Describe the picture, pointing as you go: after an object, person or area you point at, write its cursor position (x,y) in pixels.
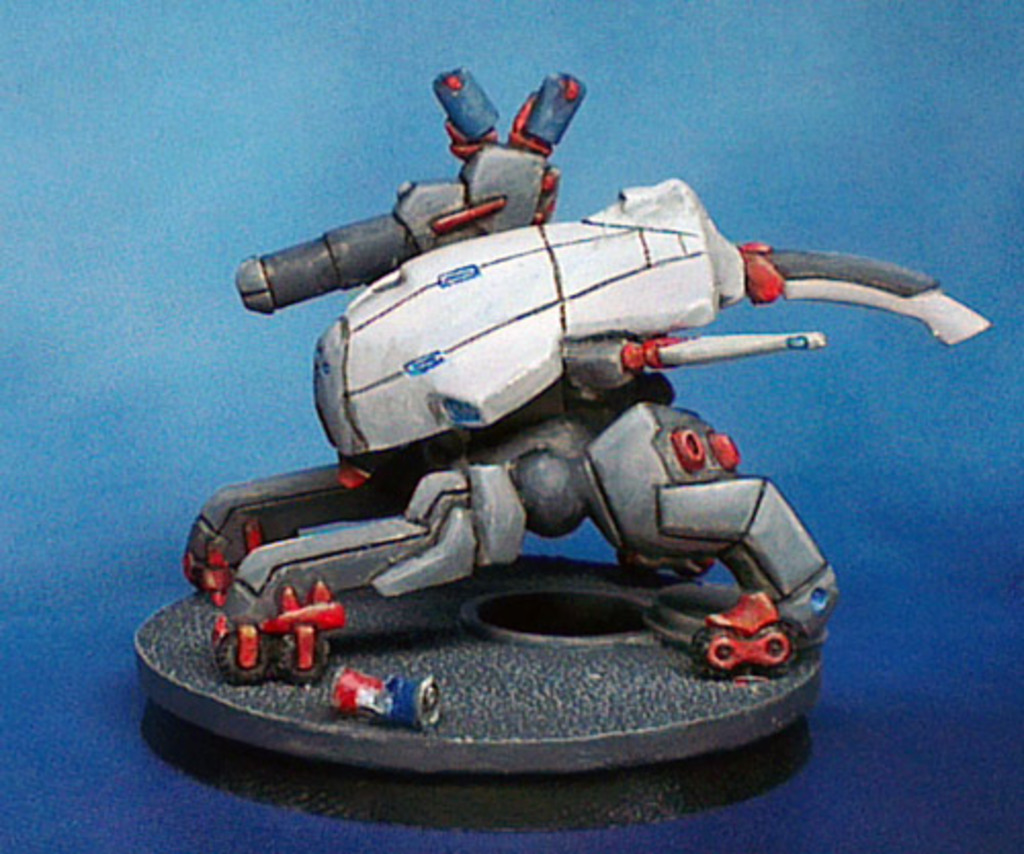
In this image we can see a picture of a toy (433,307).
